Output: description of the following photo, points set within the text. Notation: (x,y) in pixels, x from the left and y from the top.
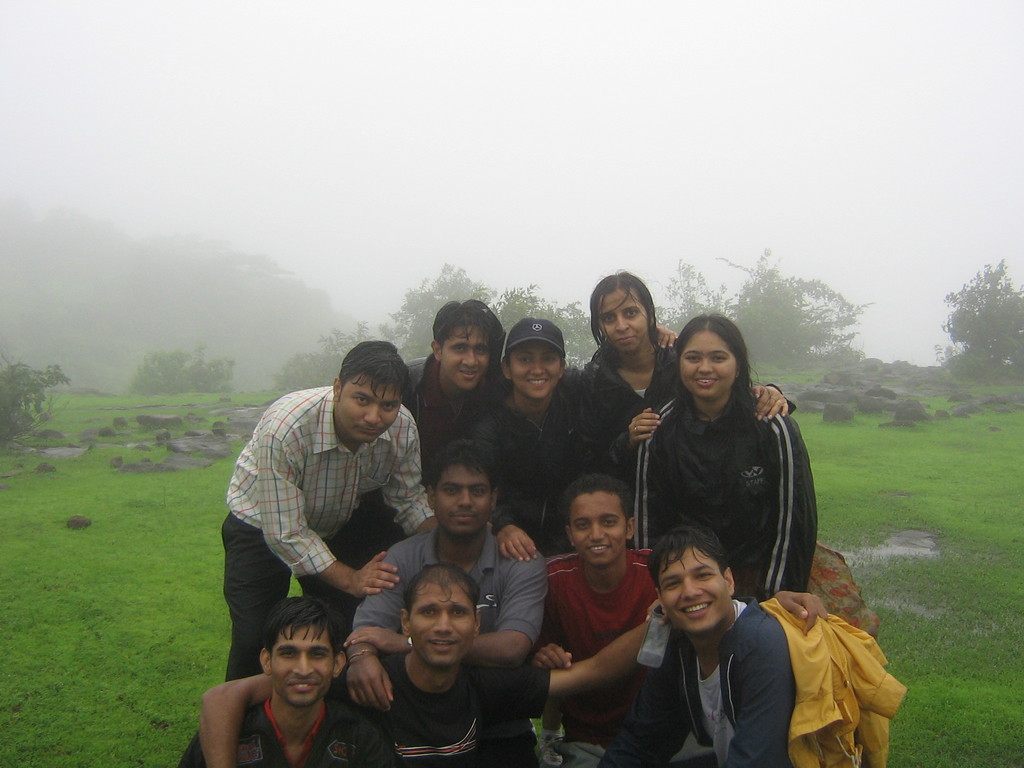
There are people (724,718) in the foreground area of the image (477,343), there are trees (426,317), stones (193,432), grassland (193,410) and the sky (349,304) in the background (696,214).
